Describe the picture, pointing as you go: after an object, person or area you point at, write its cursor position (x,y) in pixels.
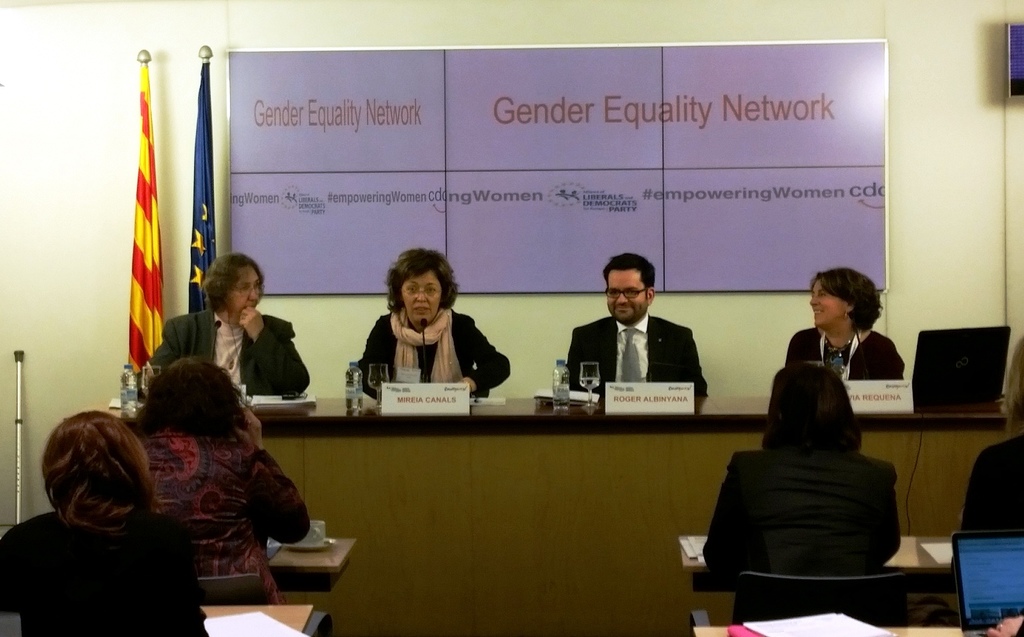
In the foreground of the picture (645,396) there are people (264,584), tables (498,553), papers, name plates (410,388), bottles (354,396), glasses (588,376), cup (322,529) and laptops (945,384). In the background (192,174) we can see board (516,129), flags (140,188) and wall (998,91). On the right (1010,74) there is a black color object (1017,54). On the left (17,410) it looks like an iron stick (20,488).
